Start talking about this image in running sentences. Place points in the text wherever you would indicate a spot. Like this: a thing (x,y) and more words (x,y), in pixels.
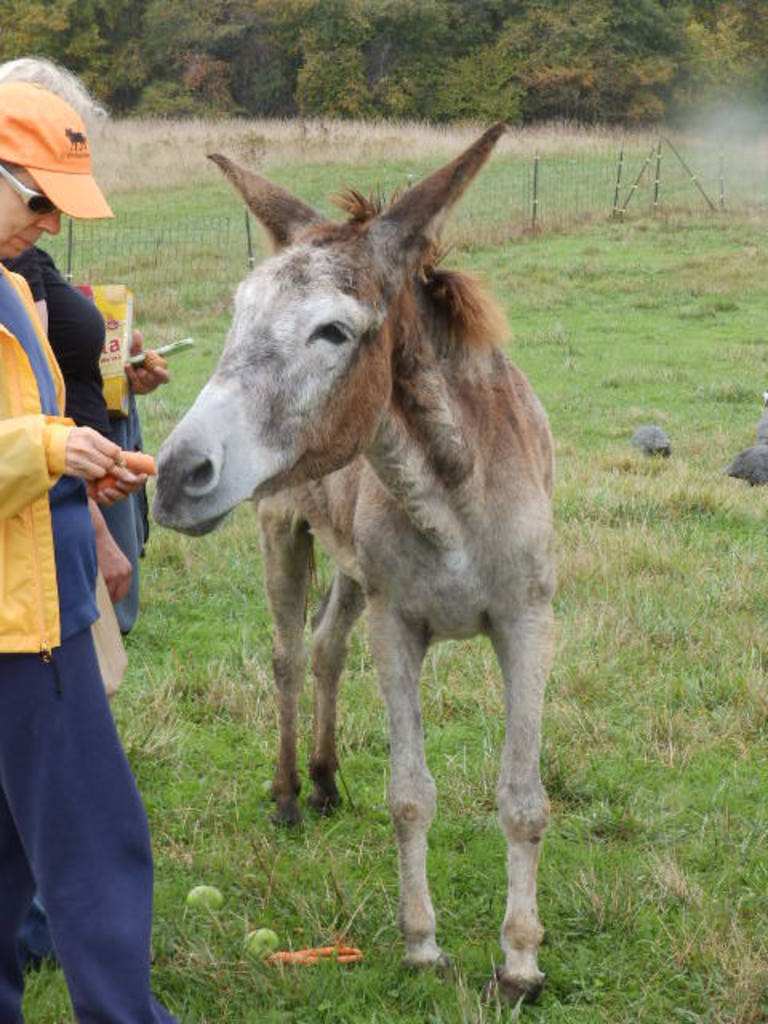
In the picture there is a ground (599,830), we can see a donkey (317,322) on the ground (209,759), beside the donkey (463,472) there are people (120,510) standing, there is a fence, there is grass (591,332) on the ground (560,336), there are trees (345,106).
